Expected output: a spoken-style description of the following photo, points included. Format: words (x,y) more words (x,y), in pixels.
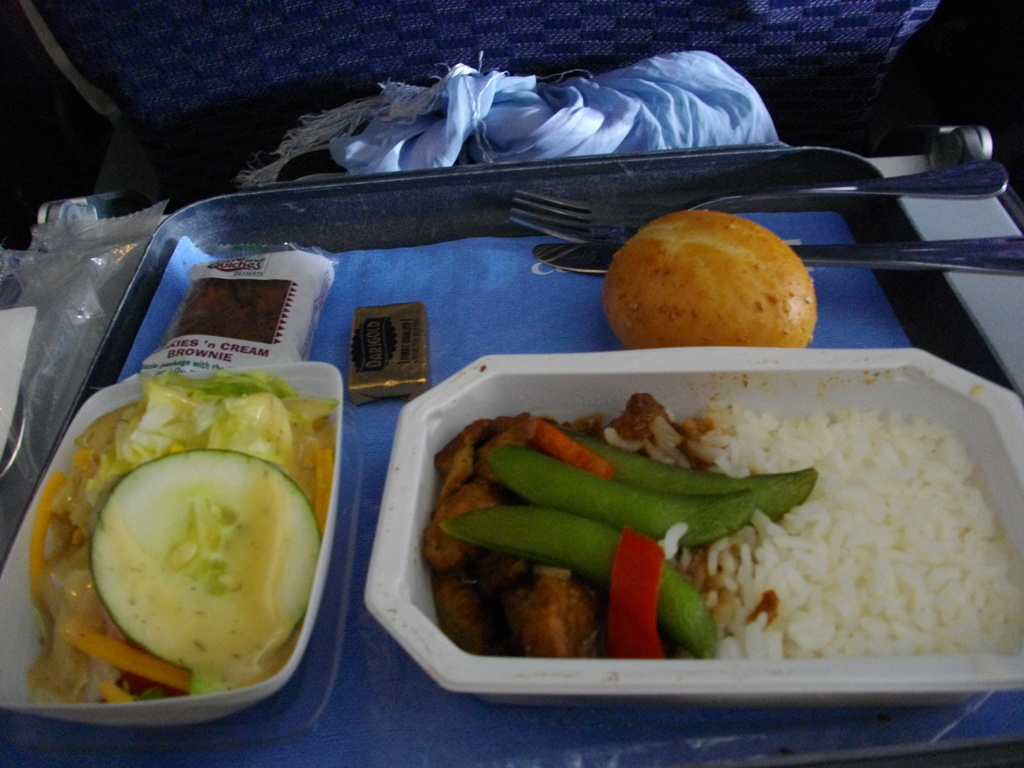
In the image in the center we can see one table (394,679). On the table (426,215), we can see bowls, plastic packets (64,302), some food items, plate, tissue paper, fork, knife (558,247), bread (656,313), cloth (409,117) and few other objects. In the background (198,21) there is a chair (503,45).
